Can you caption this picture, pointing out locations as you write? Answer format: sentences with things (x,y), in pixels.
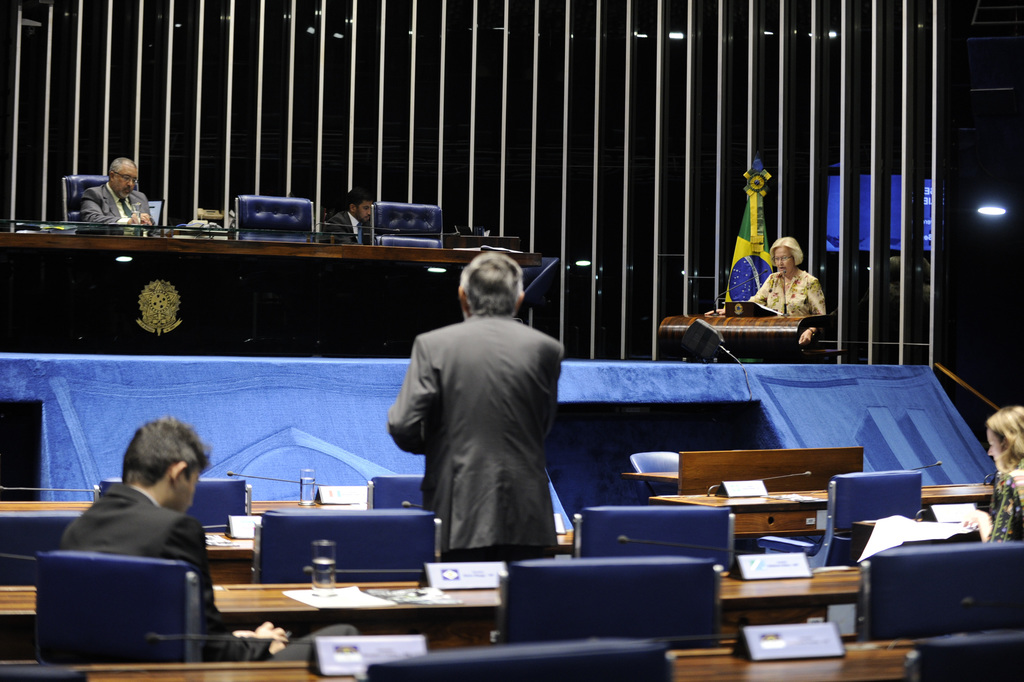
In this image, we can see people (489,517) and some are sitting on the chairs (298,533) and there are laptops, boards (250,516), glasses (309,486), papers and some other objects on the tables (215,553) and we can see a flag (738,251) and there is a mic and an object (747,313) on the podium (746,327) and we can see lights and there is a screen (867,214).
